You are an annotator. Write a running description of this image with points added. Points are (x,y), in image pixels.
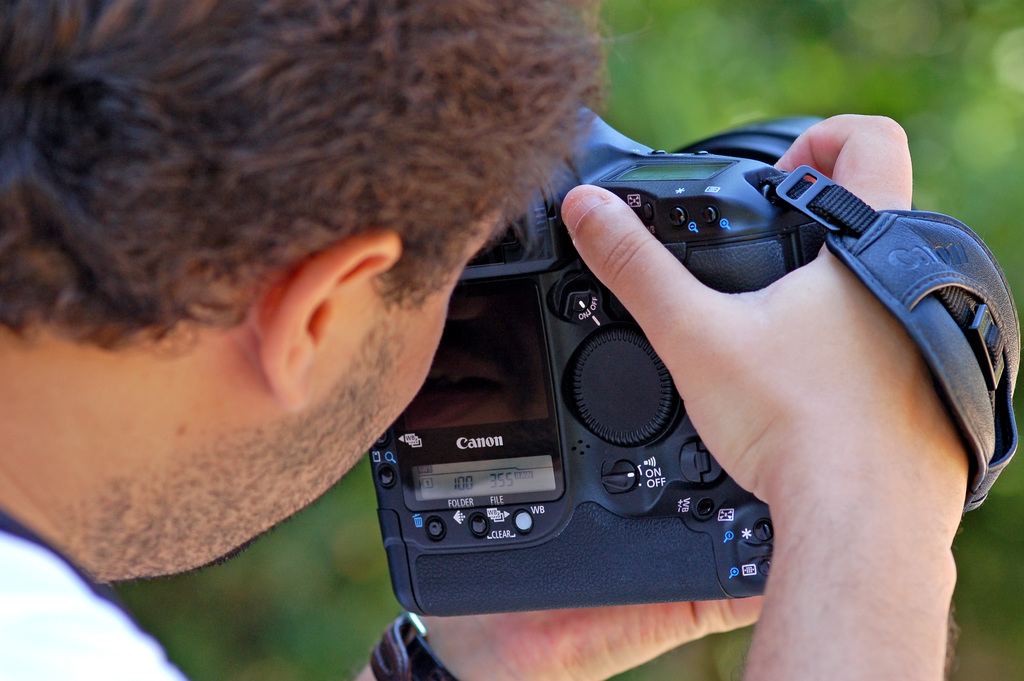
A man (197,50) is taking picture with a camera (566,295) in his hand (510,647). The brand of the camera (448,498) is canon.
